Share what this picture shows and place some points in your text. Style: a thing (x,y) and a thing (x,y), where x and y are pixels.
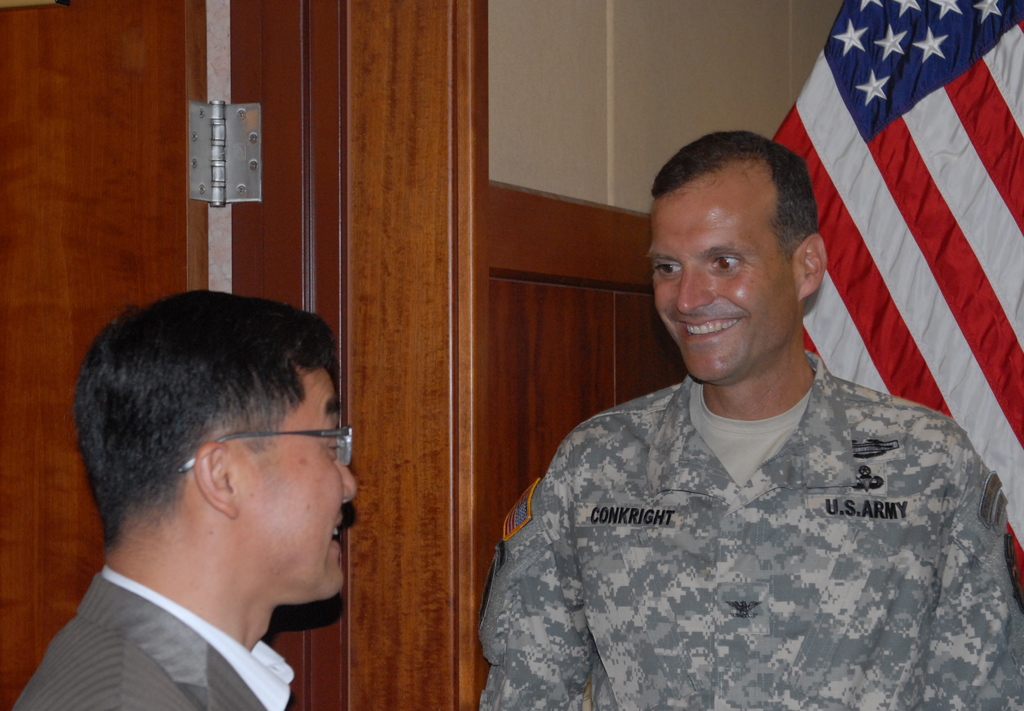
In the image, there is an officer (178,543) and an army soldier (629,570) both of them are talking to each other and behind the soldier (661,223) there is an american flag (823,358) and in the left side (244,175) there is a wooden door (4,129).
